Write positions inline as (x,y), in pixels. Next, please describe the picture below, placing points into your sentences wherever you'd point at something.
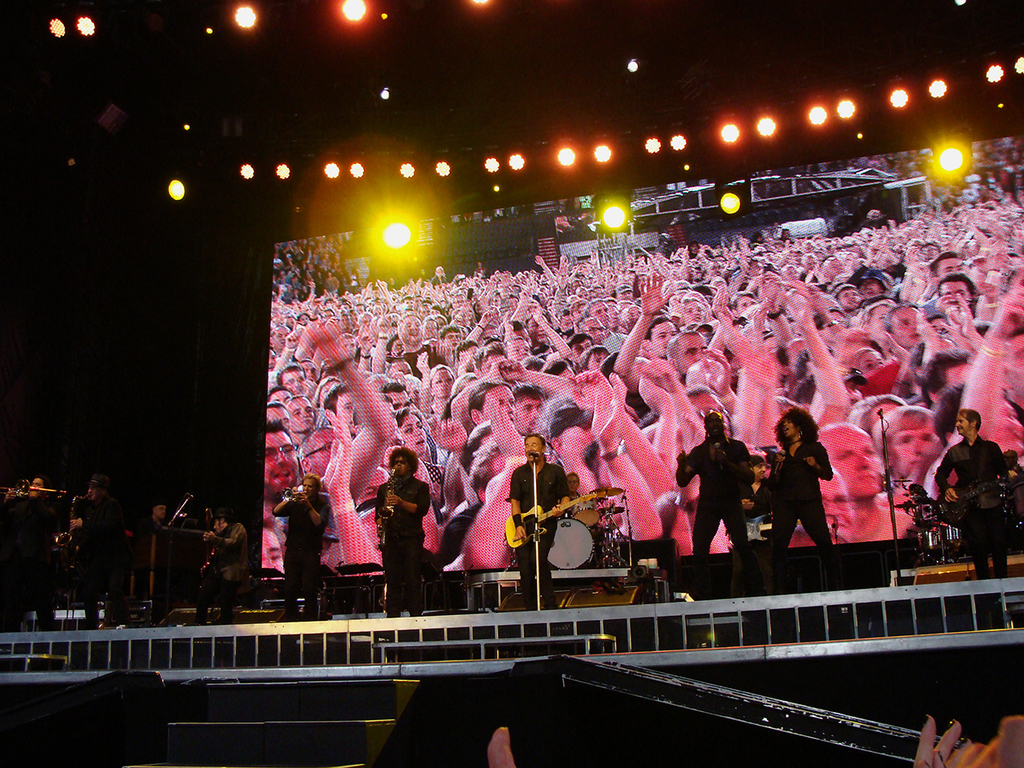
This is an image clicked in the dark. At the bottom of the image (954,741), I can see the fingers (940,745) of a person (933,746) and there is a metal stand (519,642). On the left side (86,548) there are few people (36,501) in the dark. On the right side (786,489) few people (391,551) are standing on the stage (385,582) and playing some musical instruments (525,519). At the back of these people (773,547) there is a screen (541,236). On the screen (493,366), I can see a crowd of people (515,337). At the top of the image (814,120) there are few lights (329,175).
